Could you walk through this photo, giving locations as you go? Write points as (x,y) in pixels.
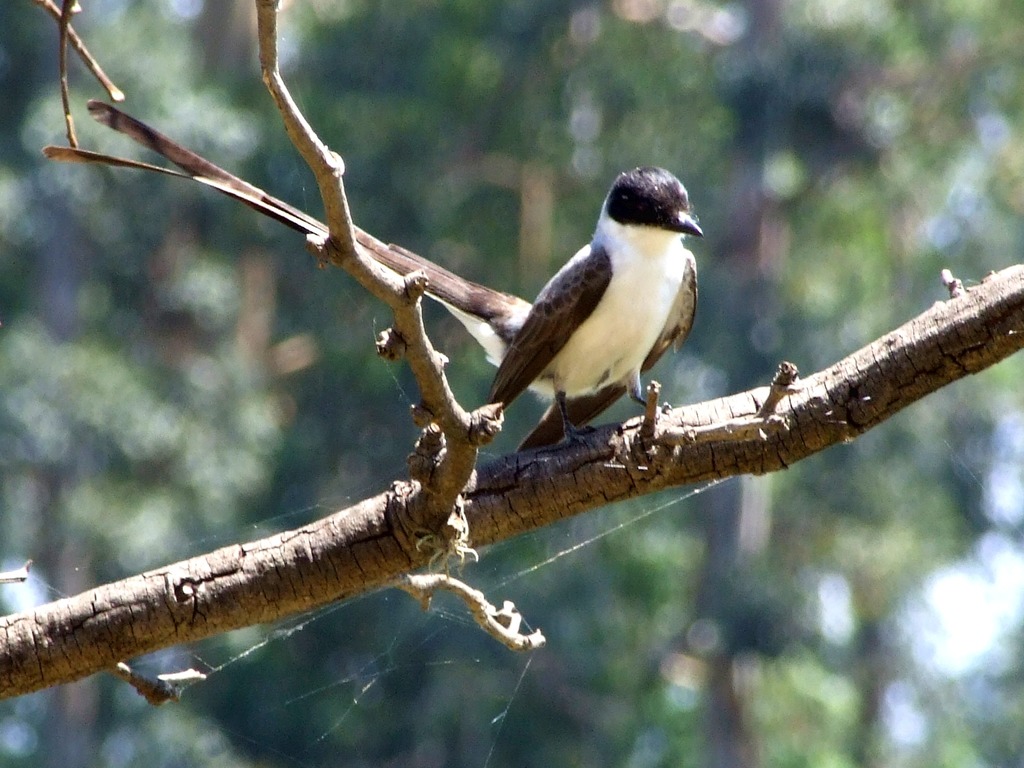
In this image I can see bird (684,336) on a branch (645,486) of tree (652,475). Also I can see there is a blur background (528,78).
